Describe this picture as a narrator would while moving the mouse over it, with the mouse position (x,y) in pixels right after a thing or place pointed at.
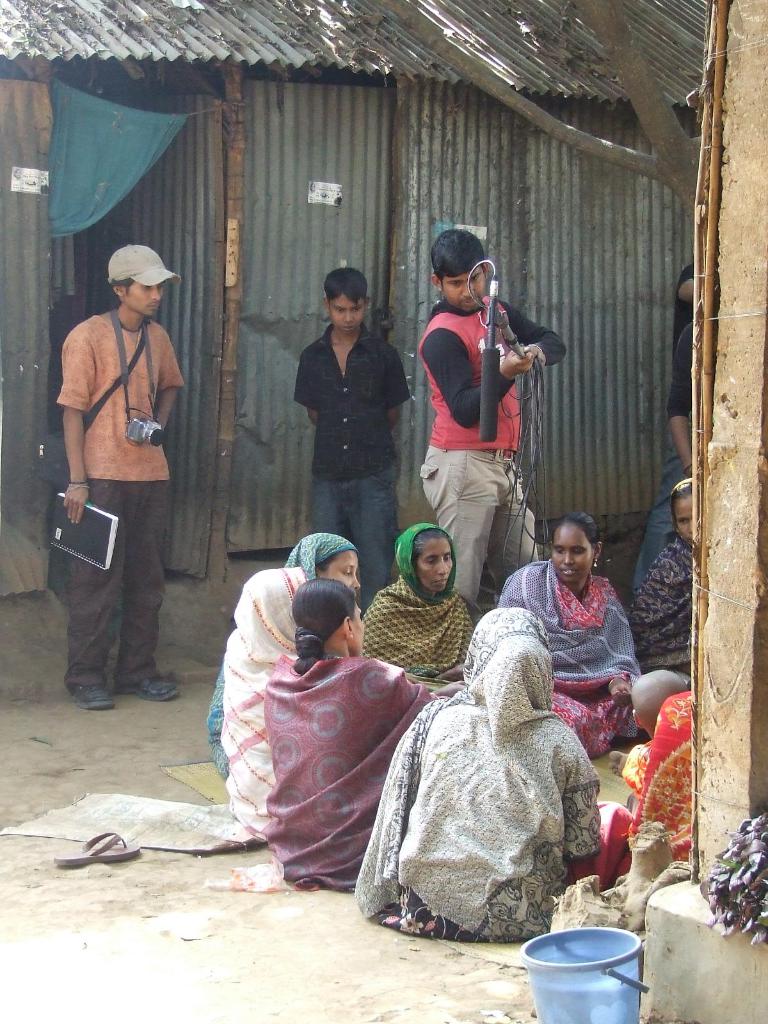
In this image I can see there few persons (436,622) sitting on the ground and few persons (353,434) are standing and holding a microphone (489,379) and a book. And in front (717,121) there is a pillar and a bucket (600,955). At the back (388,164) there is a shed (567,86) and a cloth (158,122). And there are some objects (631,931).
